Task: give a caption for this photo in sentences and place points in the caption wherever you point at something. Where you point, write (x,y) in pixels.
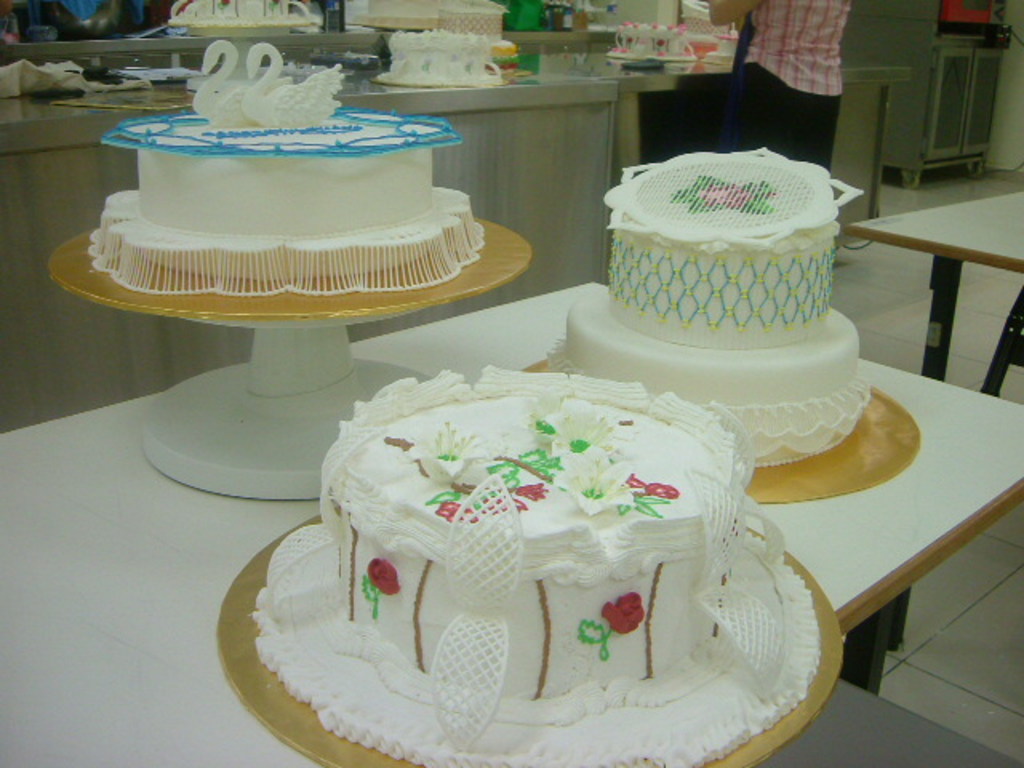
In this picture there are three beautifully designed white cakes (538,481) placed on top of a table (844,499). In the background (479,17) we also observe few cakes (418,1) which are in progress.
